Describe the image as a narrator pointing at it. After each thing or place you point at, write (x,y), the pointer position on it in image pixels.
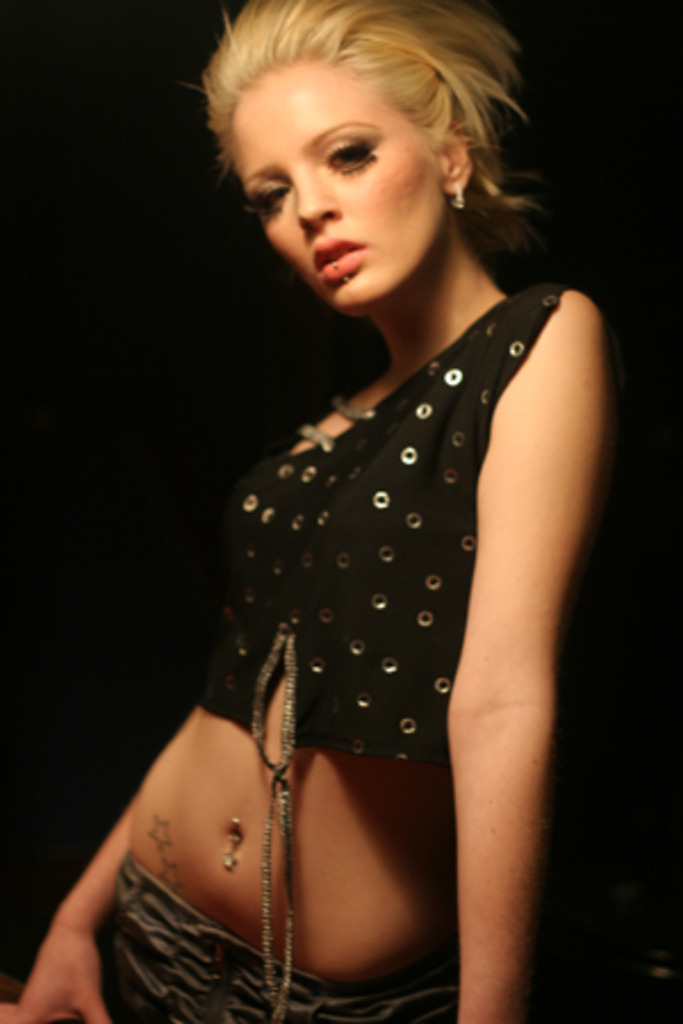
In this image, we can see a lady (223,885) standing and the background (220,342) is dark.
